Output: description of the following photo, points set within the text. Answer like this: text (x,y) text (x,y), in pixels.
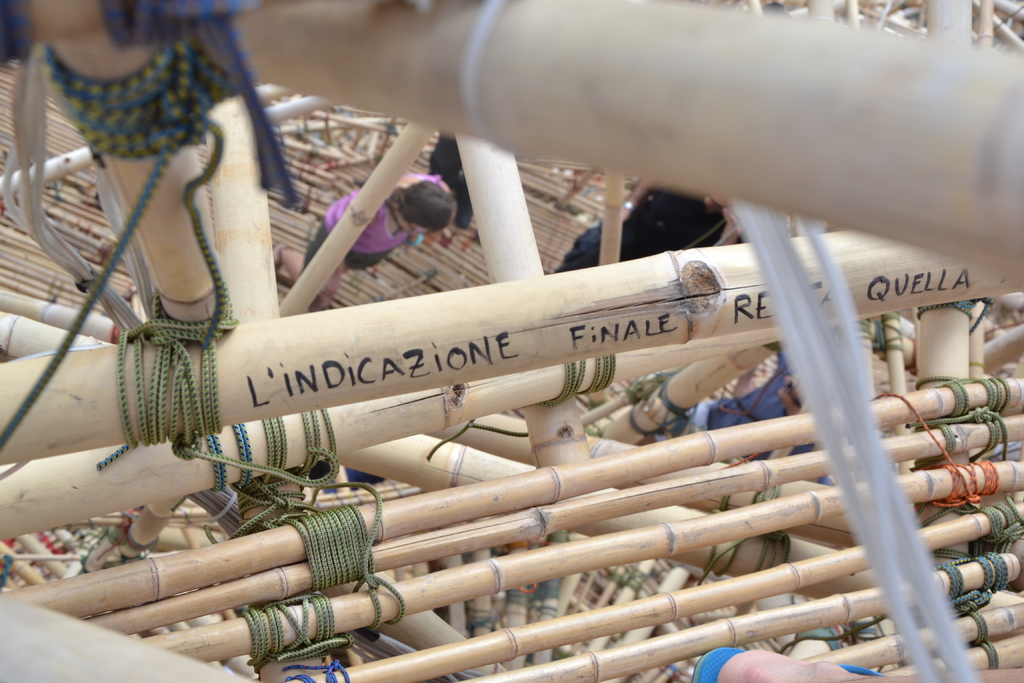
In this picture I can see there are sticks (632,623) tied together and there is something written on it. In the backdrop (449,226) there are few people (463,198) walking.
